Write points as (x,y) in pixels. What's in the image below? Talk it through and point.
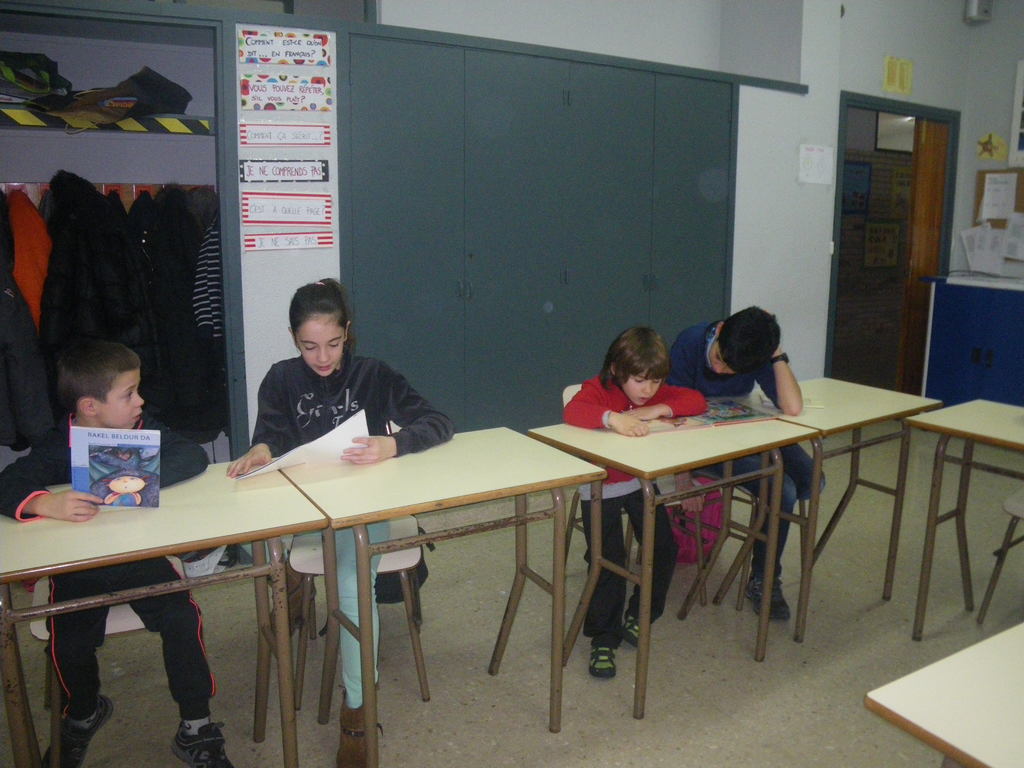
This image is clicked inside the room (482,573). There are four children (376,450) in this image. They all are sitting in the chairs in front of tables (274,568). To the left (106,460), the boy (26,460) is holding a book (95,457) and looking towards a girl (397,382). In the background (50,150), there is a shelf (218,116), in which some clothes (83,186) are kept, and cupboards (601,159), walls (767,147), door (939,112) are also there.
